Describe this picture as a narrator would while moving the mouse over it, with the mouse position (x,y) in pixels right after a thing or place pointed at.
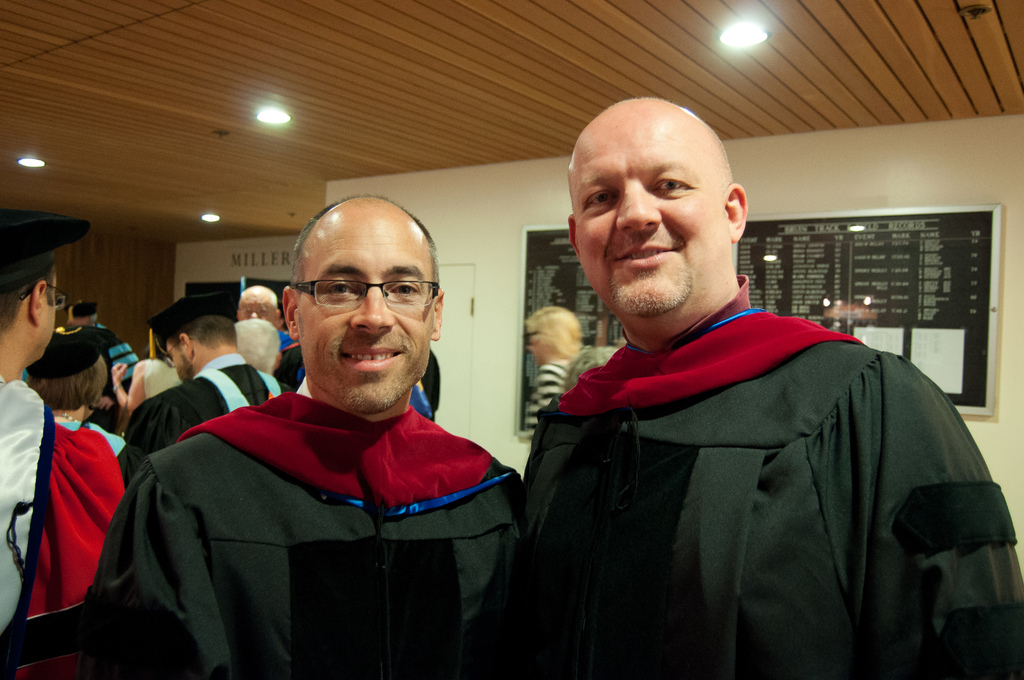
At the top (721,17) we can see the ceiling (484,62) and lights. In this picture we can see a board (975,338) with some information (920,311). We can see people (29,275). This picture is mainly highlighted with men (232,513) wearing graduation gowns (392,528) and they both are smiling. On the left side of the picture (324,356) we can see a man (375,327) wearing spectacles (386,295).
